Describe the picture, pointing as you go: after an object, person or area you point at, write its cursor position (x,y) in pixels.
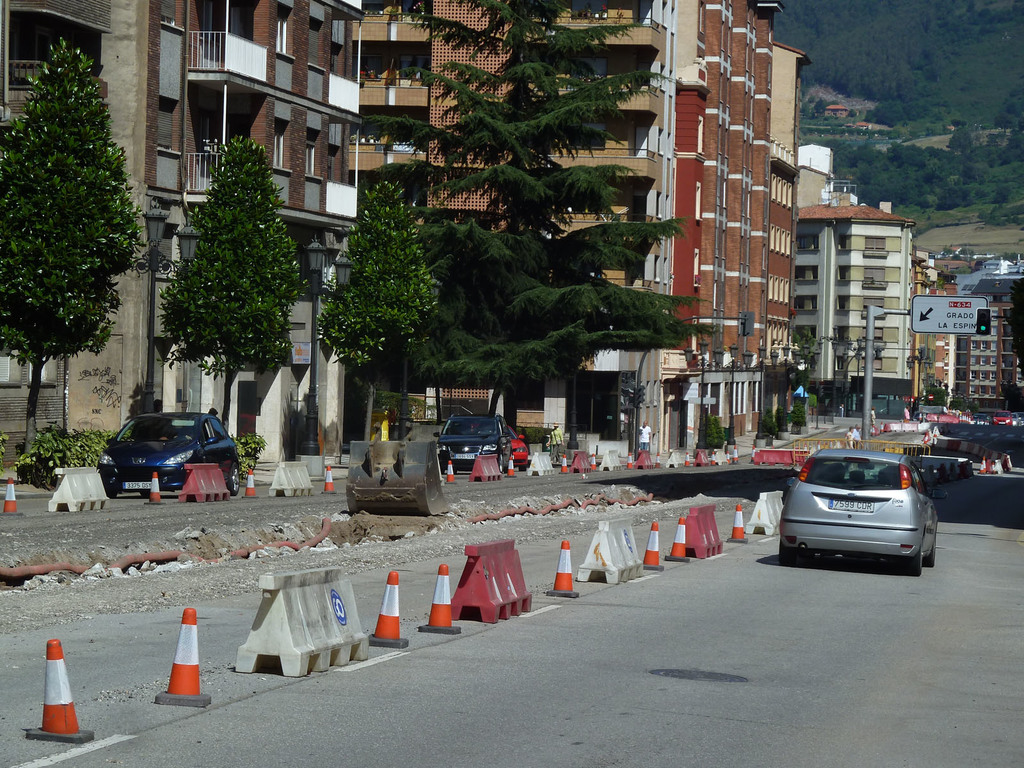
In this image I can see in the middle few vehicles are moving on the road (647,486). On the left side (208,148) there are trees (494,218) and buildings (796,183).
